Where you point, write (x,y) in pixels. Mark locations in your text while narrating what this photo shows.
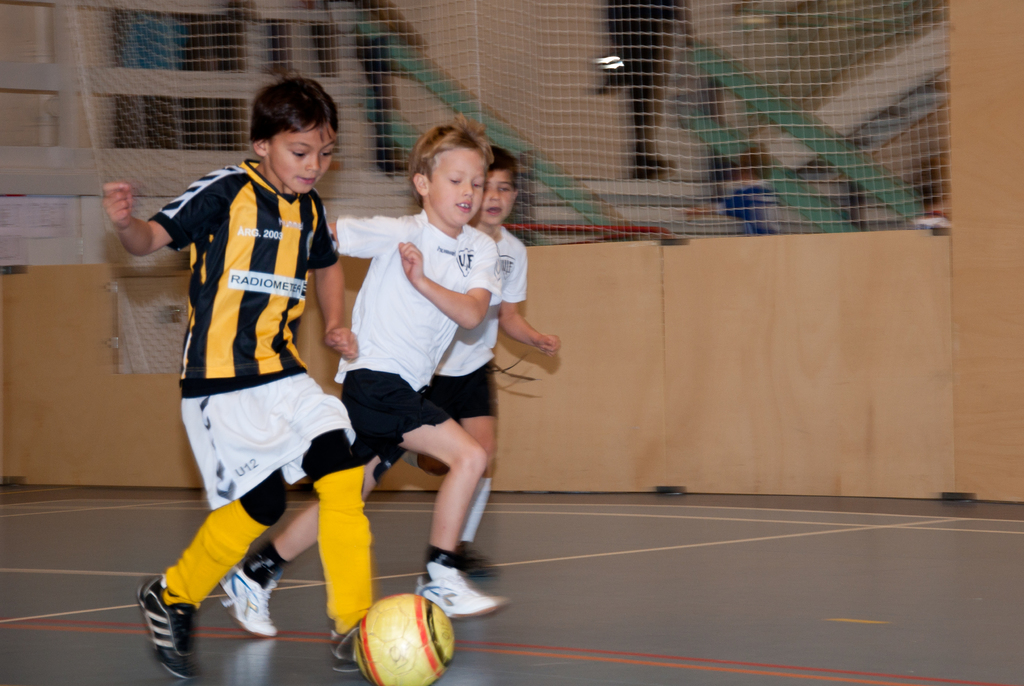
In this picture we can see three boys (431,406) running and a ball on the ground (386,584). In the background (161,412) we can see the wall (713,324), fencing net (602,80), wooden planks (728,321) and some objects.
